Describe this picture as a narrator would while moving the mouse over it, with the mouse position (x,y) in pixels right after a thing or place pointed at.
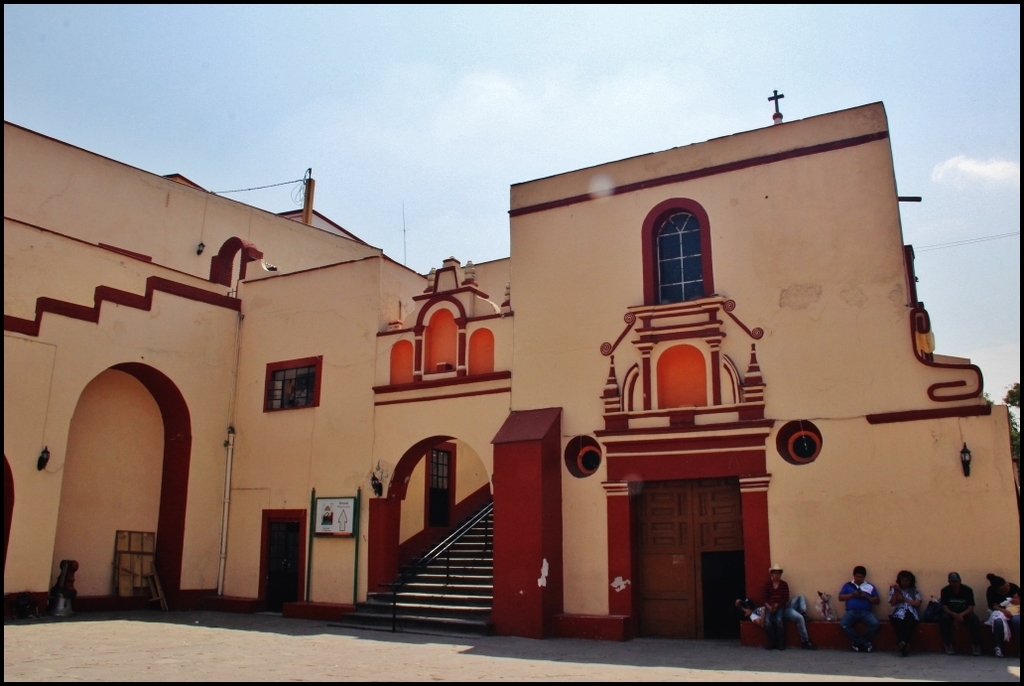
In the picture I can see these people (843,616) are sitting near the wall (764,578) and they are on the right side of the image (1004,616). Here we can see the wall (415,524), stairs (471,585), the board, wires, cross symbol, windows (674,277) and the sky (435,137) with clouds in the background (444,171).
